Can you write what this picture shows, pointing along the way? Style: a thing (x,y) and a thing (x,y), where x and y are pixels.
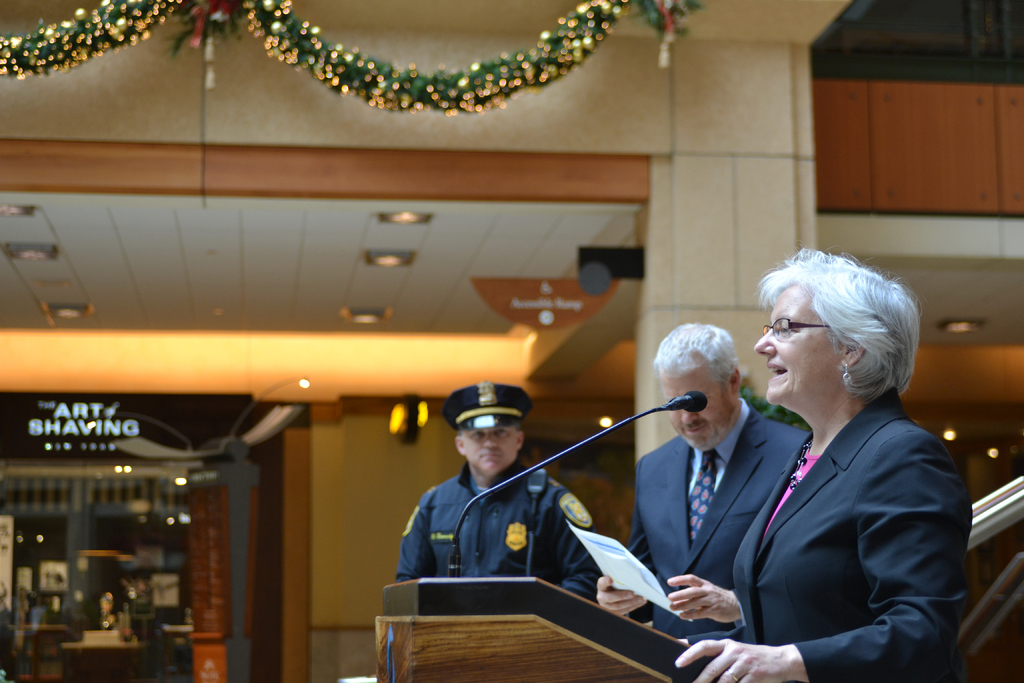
In this image, we can see people (756,496) and are wearing coats (727,505) and one of them is holding a paper (615,549) and the other is wearing glasses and we can see a person (490,431) wearing uniform (488,417) and there is a podium (426,620) and a mic (493,493). In the background (392,217), there are lights (392,217) and we can see garlands (371,61), boards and some objects (128,505) and there is a wall (341,489).
